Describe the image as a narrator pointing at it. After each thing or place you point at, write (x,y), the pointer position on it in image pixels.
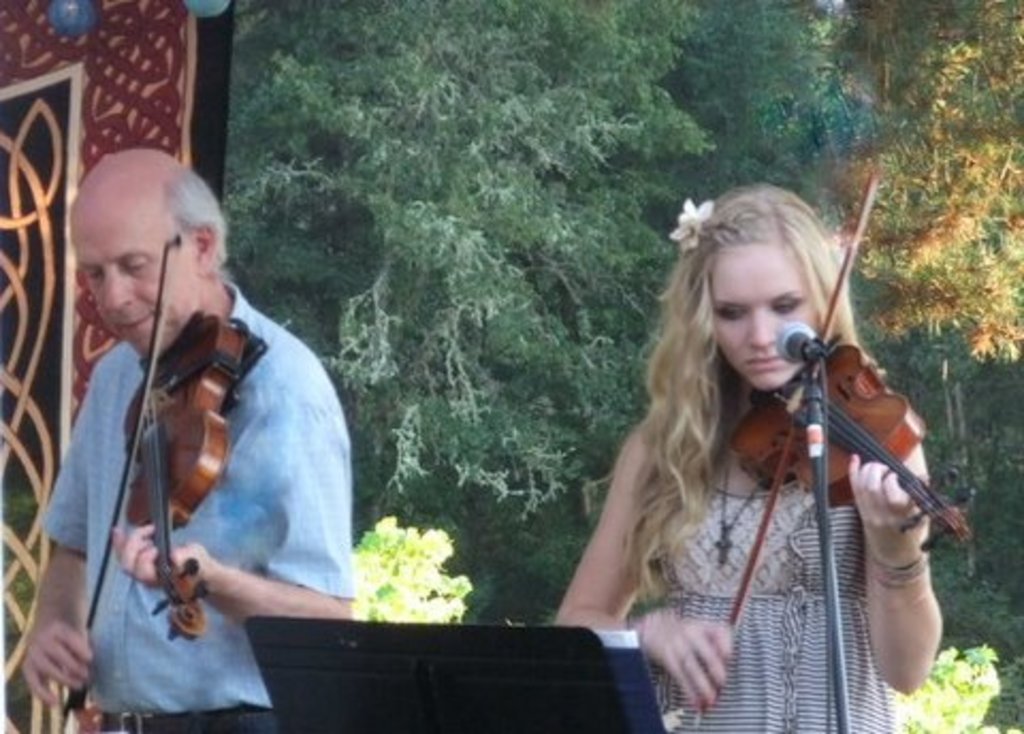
In this picture we can see two people (291,462), here we can see musical instruments (169,436) and some objects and in the background (414,510) we can see trees (522,514).
